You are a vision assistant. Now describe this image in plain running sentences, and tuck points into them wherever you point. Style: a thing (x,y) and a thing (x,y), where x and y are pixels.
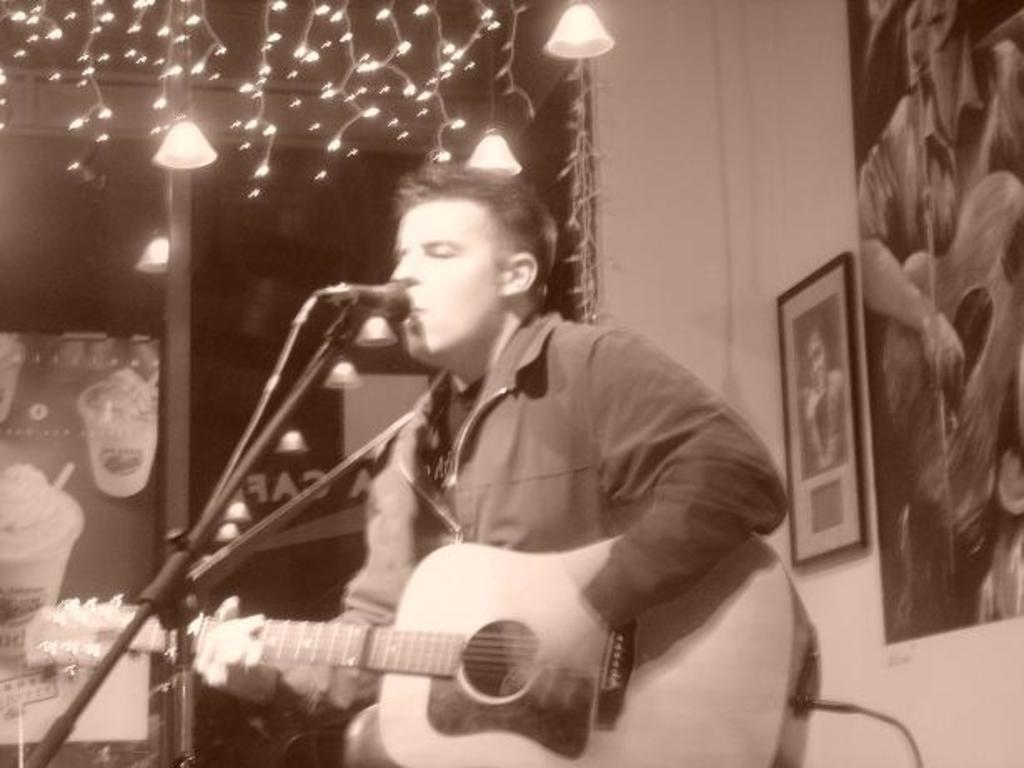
It is a black and white picture where one person (446,543) is holding a guitar (445,636) and playing it and singing in the microphone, behind him there is a wall (794,160) and with a pictures (810,488) on it, beside him there is a glass door (178,425) and the lights (173,66) are hanging from the roof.
